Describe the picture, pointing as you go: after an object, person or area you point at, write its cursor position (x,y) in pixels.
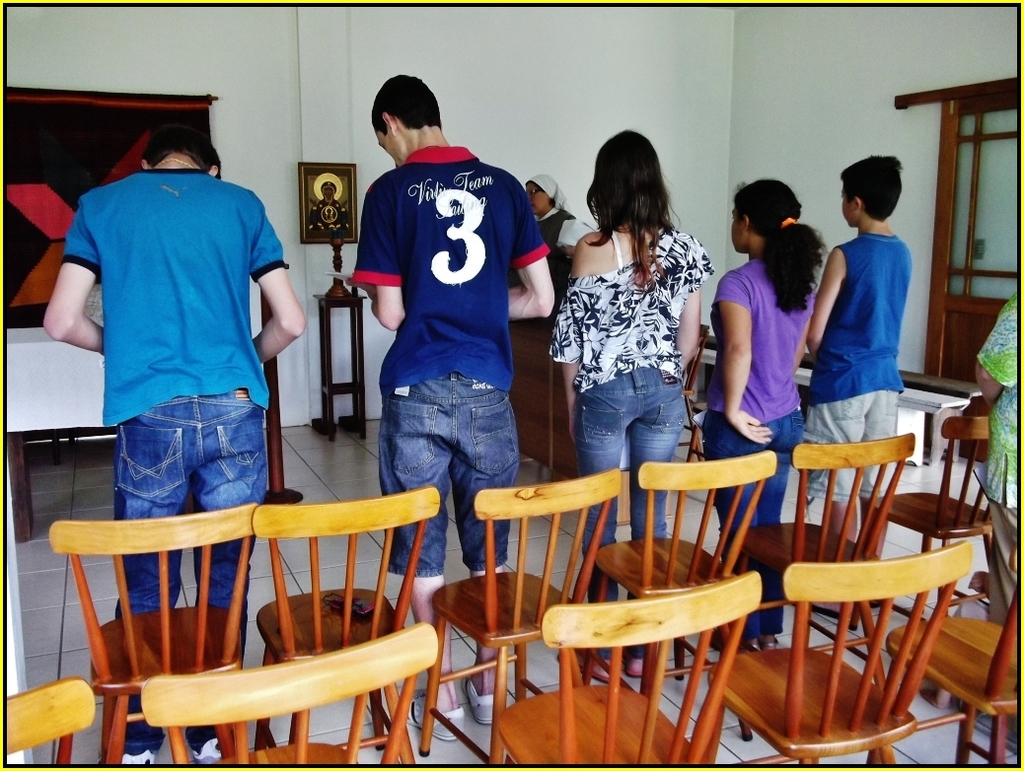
In the center (463,287) we can see few persons (496,399) were standing. In the front (731,609) bottom, we can see few empty chairs (691,610). In the background (559,107) there is a wall (828,233), photo frame (304,223), window (987,252) and table (544,324).
